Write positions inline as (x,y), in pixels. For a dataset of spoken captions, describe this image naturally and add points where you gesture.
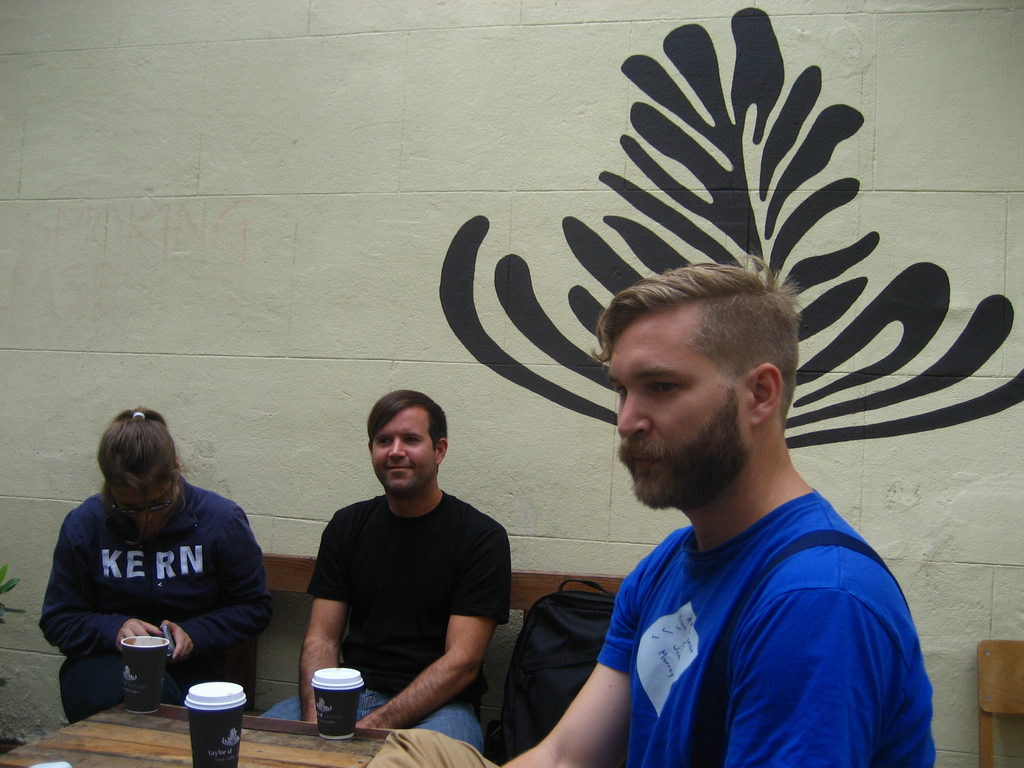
In this image we can see people (360,570) sitting on benches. There is a table (330,747) on which there are glasses (153,672). In the background of the image (328,199) there is a wall (412,225) with a painting (738,164) on it.
